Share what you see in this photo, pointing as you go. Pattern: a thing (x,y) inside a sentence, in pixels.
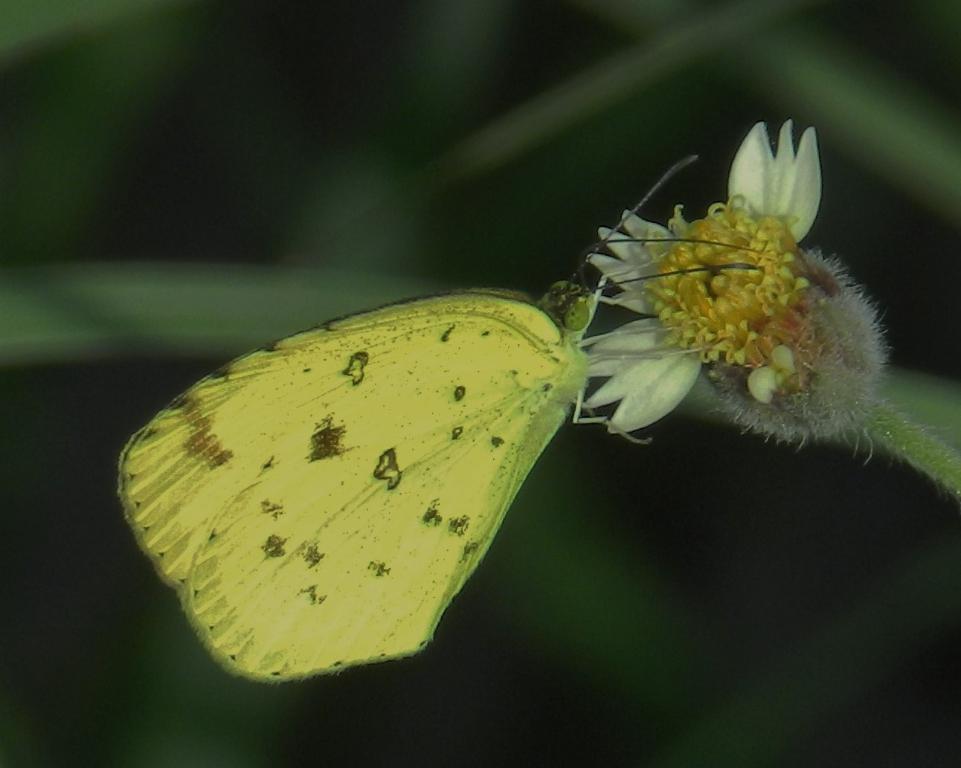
In this image I can see the butterfly (208,581) and the butterfly (392,591) is in yellow color. The butterfly (538,371) is on the flower (676,355) and the flower (651,374) is in yellow and white color and I can see blurred background (688,672).
